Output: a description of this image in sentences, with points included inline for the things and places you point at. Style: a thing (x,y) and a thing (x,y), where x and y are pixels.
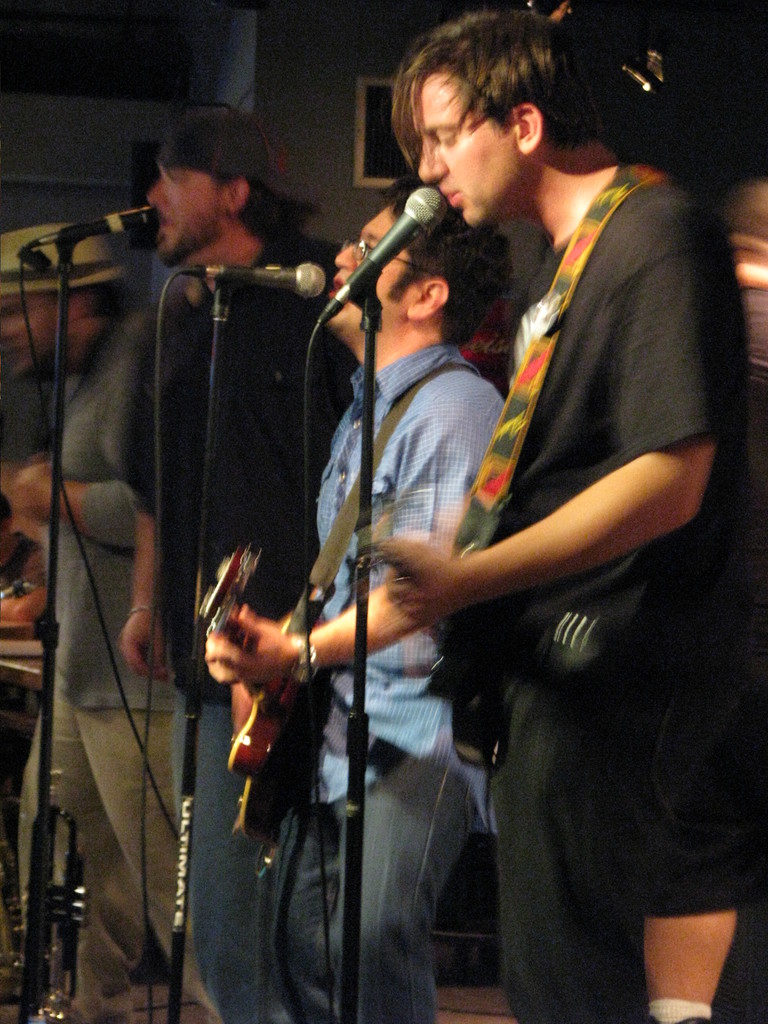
In this image there are few people (328,399) playing musical instruments (464,553), there are microphone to the stands (194,707) and cables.
